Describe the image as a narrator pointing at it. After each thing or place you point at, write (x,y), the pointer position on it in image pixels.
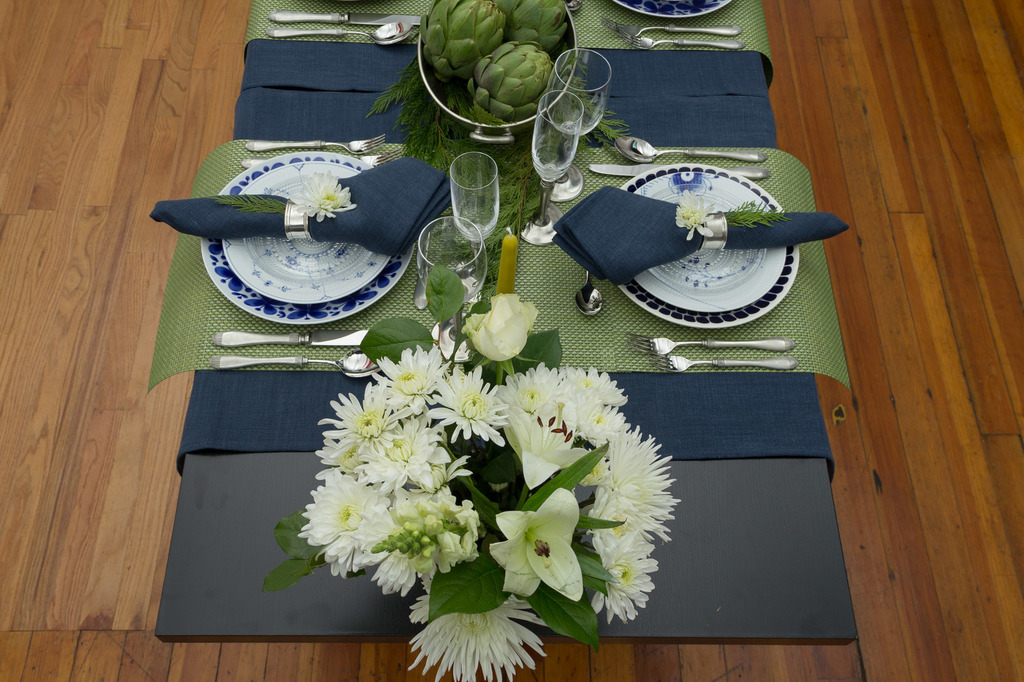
This picture shows plates (271,271), spoon (357,364) and knife (260,337) and forks (403,152) and a bowl (536,113) and a flower vase (485,380) and couple of wine glasses (560,166) on the table (193,641).
